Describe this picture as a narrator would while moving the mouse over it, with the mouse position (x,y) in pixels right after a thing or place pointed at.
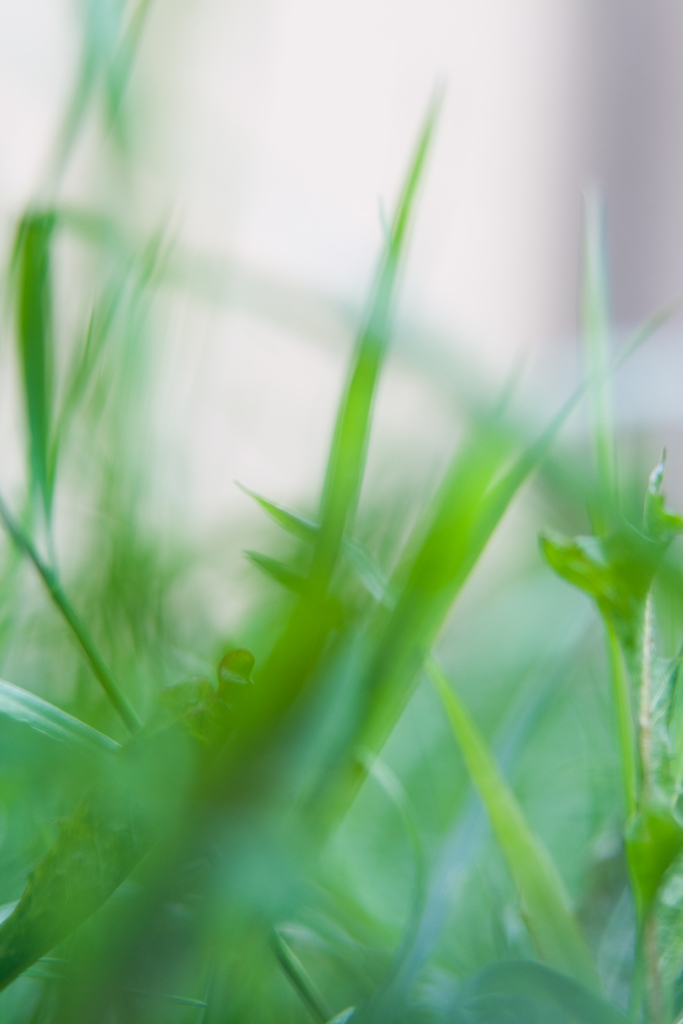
In this image we can see some plants (262,727) and the background (403,731) is blurred.
